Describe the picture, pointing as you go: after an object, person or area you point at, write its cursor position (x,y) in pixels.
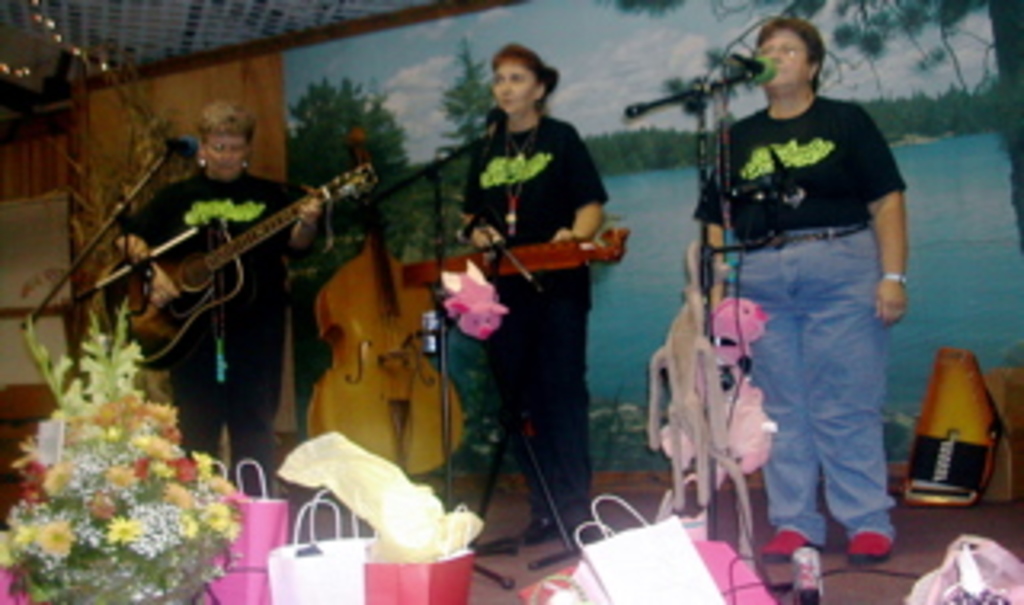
In this picture we can see three woman (250,181) standing where one is holding guitar (202,260) in her hand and playing it and other two are singing on mics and in front of them we can see bouquet (143,531), bag (409,584) and at back of them we can see frame (657,42) to wall (263,129), double bass (375,410).
